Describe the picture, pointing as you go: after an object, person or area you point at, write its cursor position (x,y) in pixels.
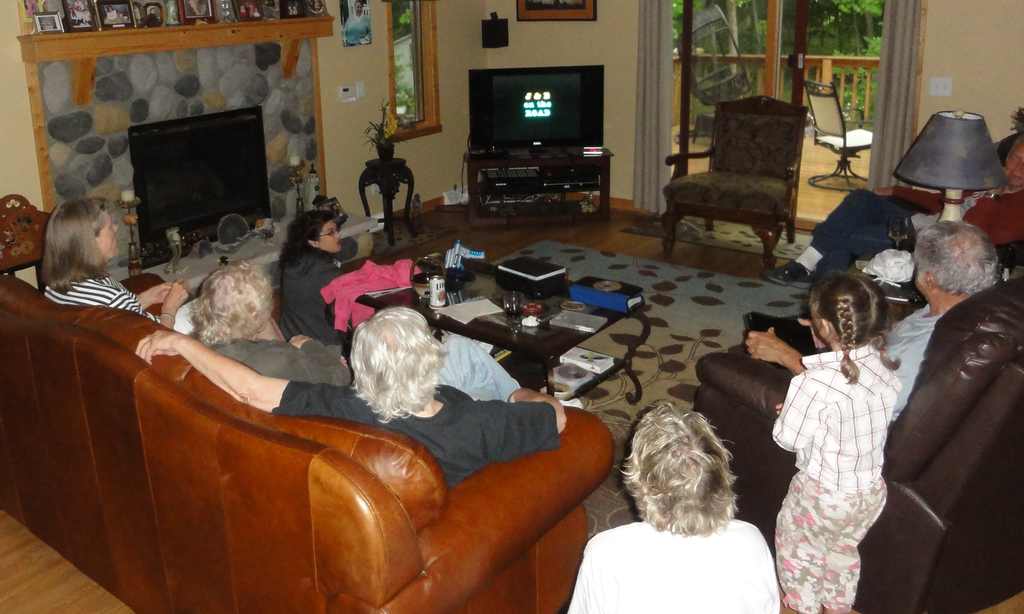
This picture is clicked inside the room (542,501). In the center (410,350) we can see the group of persons (973,279) sitting on the sofas (58,303) and we can see a girl (848,407) wearing white color dress (840,430) and standing and we can see a person (678,479) and we can see there are some objects (542,304) placed on the top of the center table (596,311). On the right (981,176) we can see a lamp (927,176) and some other objects (904,231). On the left (189,204) we can see the televisions (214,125), flower vase (392,141) and some other objects (250,236) are placed on the top of the tables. In the background (303,93) we can see the wall (453,46), window (400,72), curtains (901,119), door (725,35), chairs (740,159), picture frames (551,12) hanging on the wall (362,56) and many other objects (254,19) and we can see the green leaves (856,23) and deck rail (676,63) and some other objects (273,18).
